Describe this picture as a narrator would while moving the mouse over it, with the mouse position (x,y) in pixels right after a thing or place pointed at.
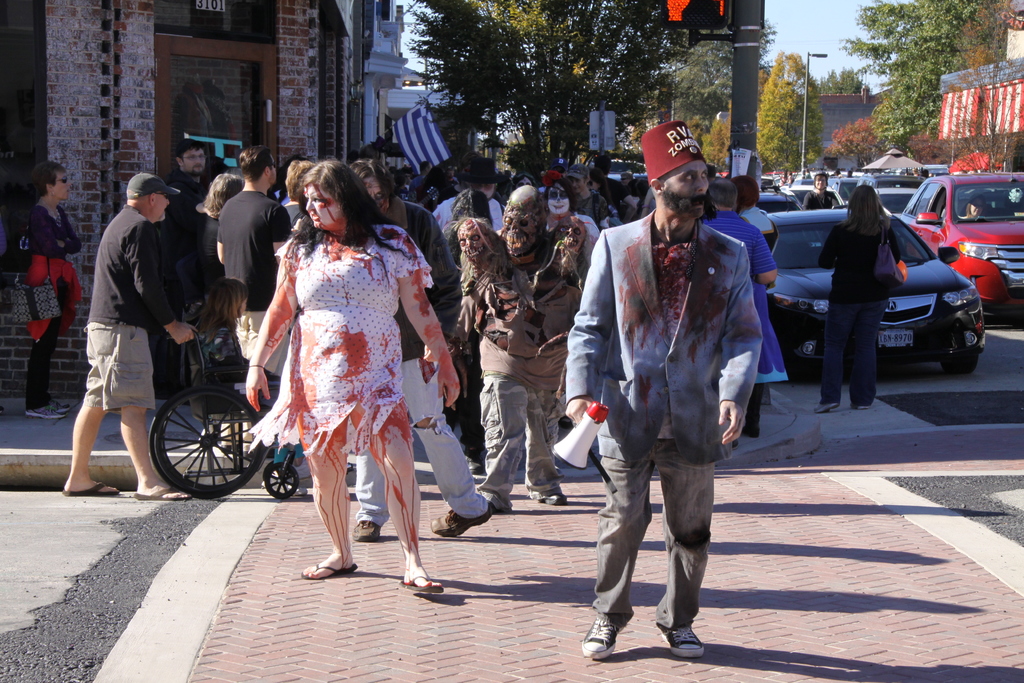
In this image we can see many people (314,226). Some are wearing costumes (579,273). There is a person (640,225) wearing cap (684,152) and holding a megaphone (581,436). There are roads (83,531). Also there are many vehicles (908,176). On the sides there is a building (244,49). In the background (717,64) there are poles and trees (804,74). Also there is sky (812,16). And there is a person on a wheelchair (212,420).
